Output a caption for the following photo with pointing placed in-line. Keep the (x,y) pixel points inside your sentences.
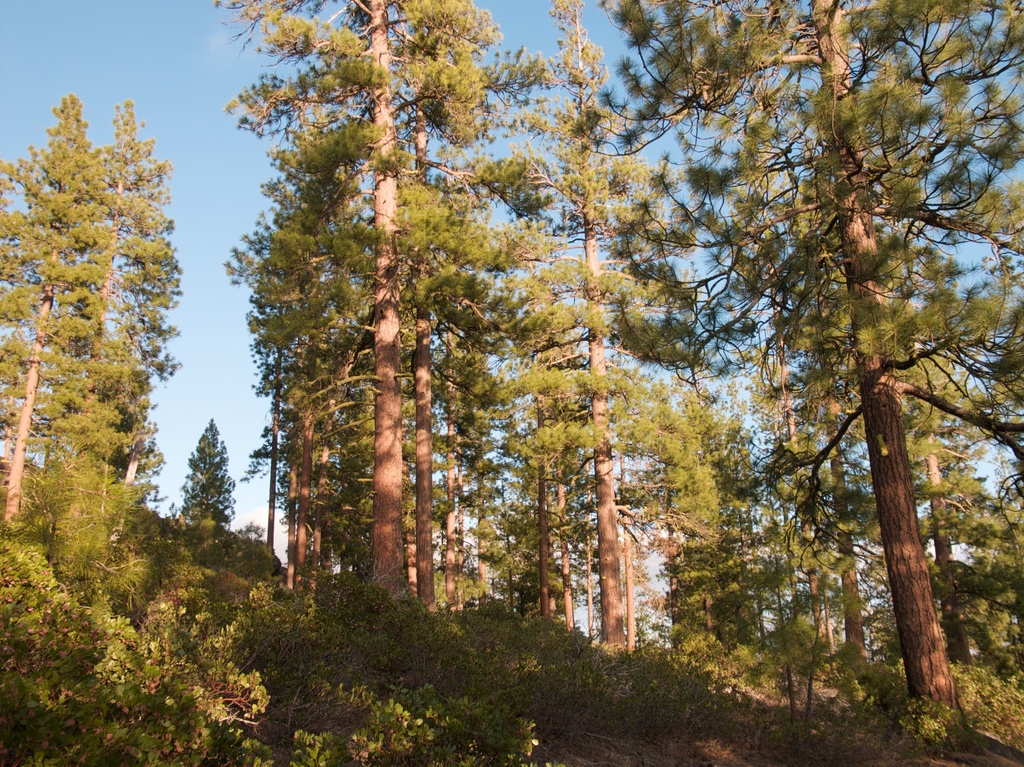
In this image we can see hills (309,607), trees (460,281) and sky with clouds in the background (485,330).
